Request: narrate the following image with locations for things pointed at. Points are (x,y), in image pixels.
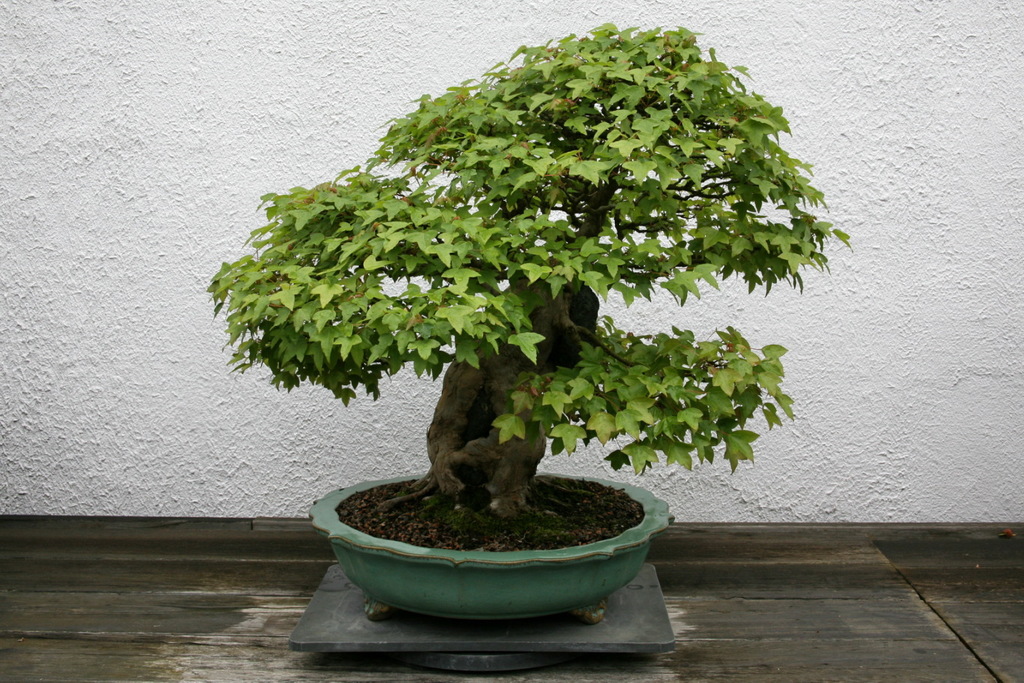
As we can see in the image there is a white color wall (151,182), bonsai (483,145) and pot (435,571).
